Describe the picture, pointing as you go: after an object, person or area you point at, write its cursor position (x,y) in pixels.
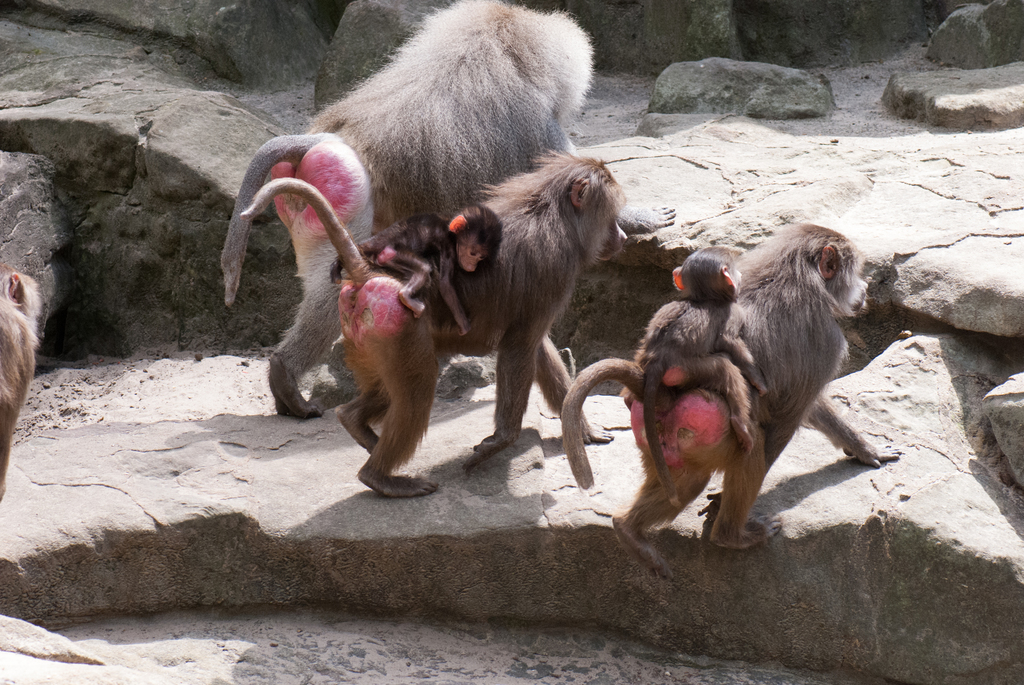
This is the picture of some monkeys (782,288), among them two (508,406) are carrying some baby monkeys (654,398) on them and they are on the rock floor (612,445).
